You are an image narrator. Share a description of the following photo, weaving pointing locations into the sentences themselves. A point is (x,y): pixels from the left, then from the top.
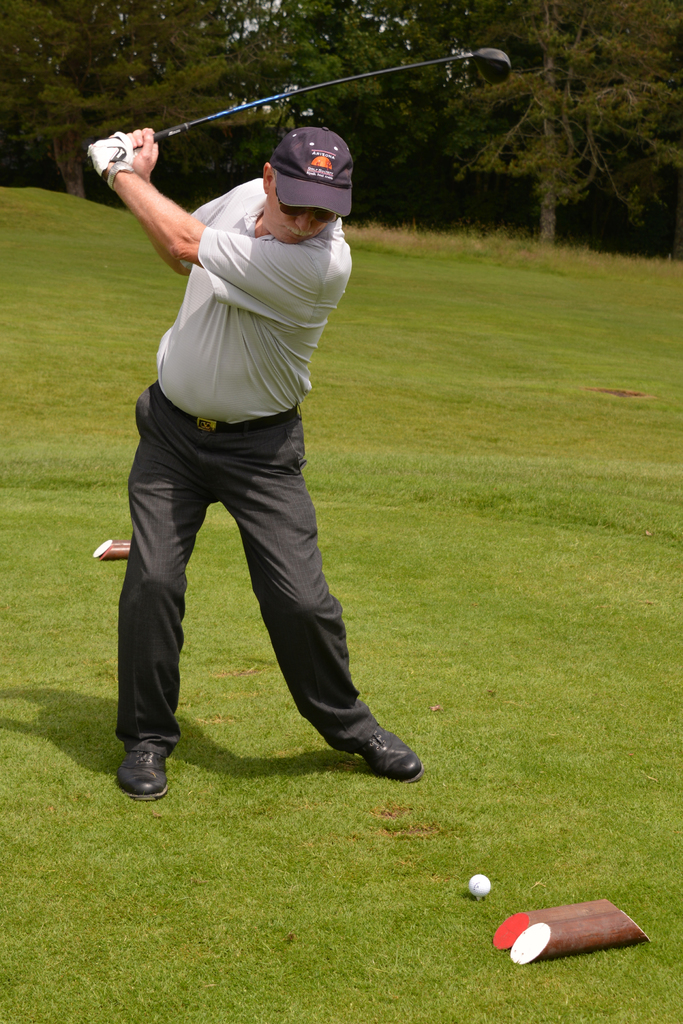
In this picture we can see a person (294,684) standing on the ground (395,589), he is holding a stick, here we can see a ball (483,882) on the ground (571,875) and in the background (558,15) we can see trees (561,55).
